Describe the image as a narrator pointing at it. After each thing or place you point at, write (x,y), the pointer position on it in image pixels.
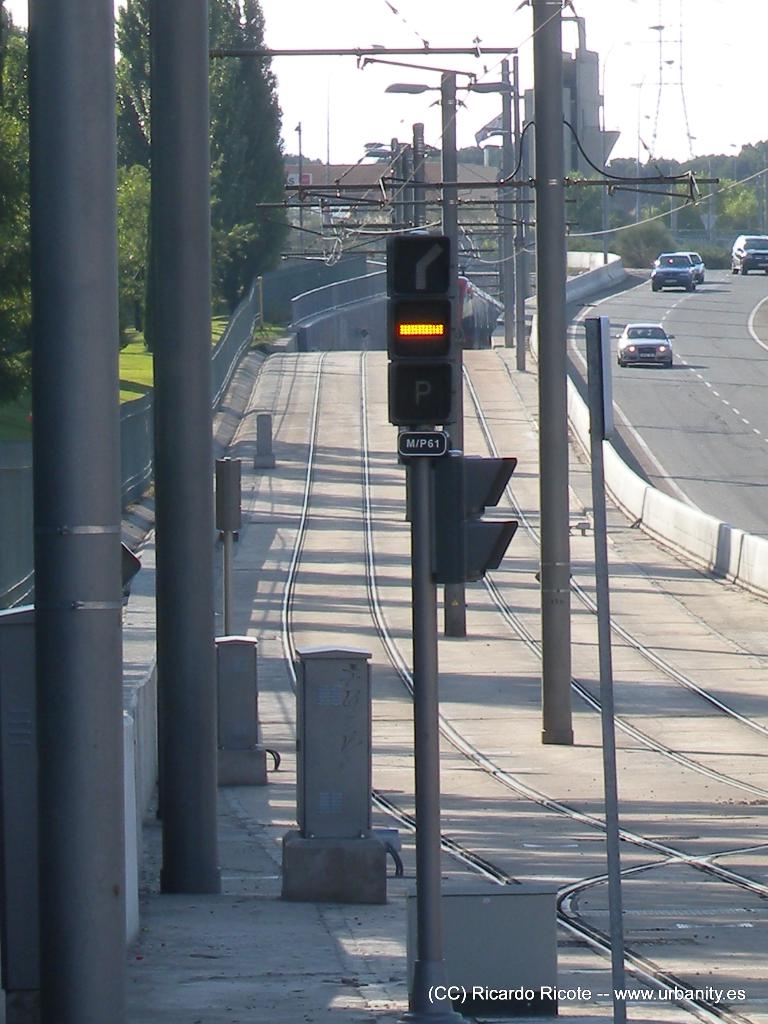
In this image we can see some poles (548,434), electric wires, railway tracks (529,829) and on right side of the image (655,416) there is road (634,369) on which there are some vehicles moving and in the background of the image (248,212) there are some houses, trees (239,220) and clear sky (308,67).
